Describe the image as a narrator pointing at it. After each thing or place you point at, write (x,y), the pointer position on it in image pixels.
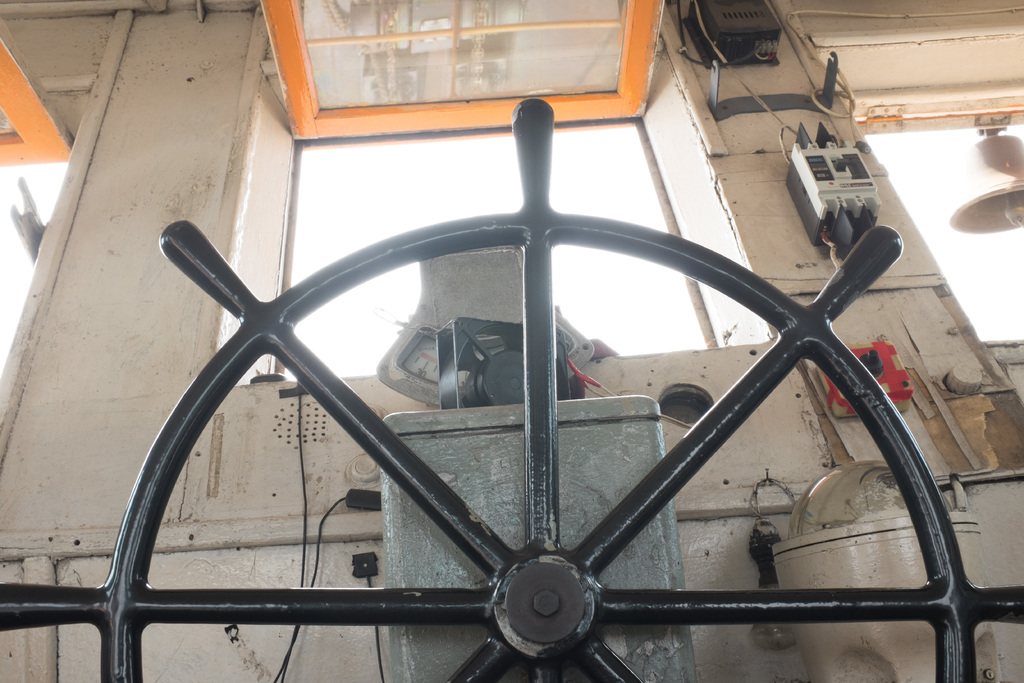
In the center of the image (570,235) there is a steering (489,542). In the background (806,158) there is a fuse (817,187), window (334,191), sky (640,199) and bell (1016,211).
